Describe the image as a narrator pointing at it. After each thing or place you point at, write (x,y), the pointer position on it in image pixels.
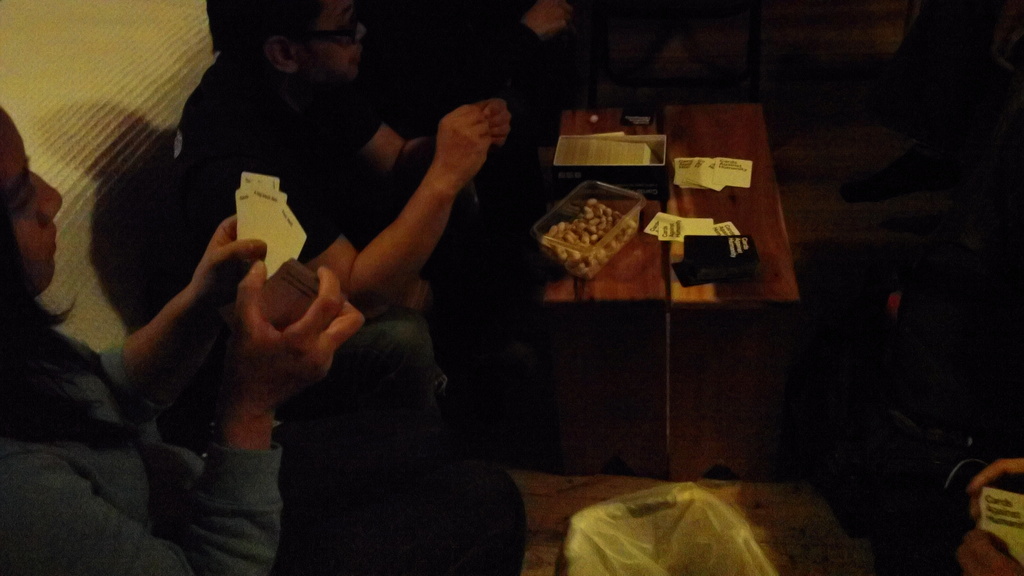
In this image I can see few people (456,37) where one of them is holding few cards (281,201). On this table (663,204) I can see few boxes (635,211) and few more cards (677,226).
